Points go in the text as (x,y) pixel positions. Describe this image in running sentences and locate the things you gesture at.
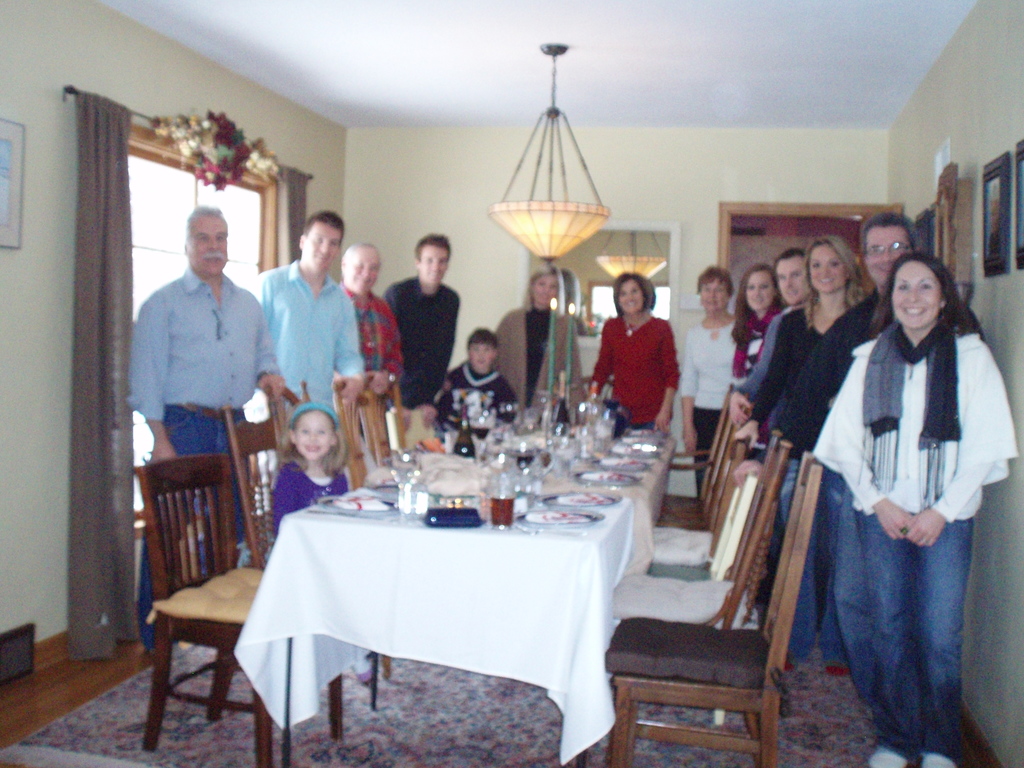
A picture inside of a dining hall (632,562). These persons (912,428) are standing in U shape and smiling. In-between of this person's (252,358) there is a table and chairs (202,491). This kid (278,468) is sitting on a chair (269,506). On this table (456,555) there is a cloth (514,562), glasses (527,462), bottles (597,401) and plates (623,484). On top (559,222) there is a light (540,220). Backside of this person (229,285) there is a window (157,233) with curtain (119,251). Backside of this woman (920,372) there are pictures (1004,209) on wall (974,127). A floor (50,702) with carpet (85,717). This woman (873,592) wore scarf (874,387) and smiling.
